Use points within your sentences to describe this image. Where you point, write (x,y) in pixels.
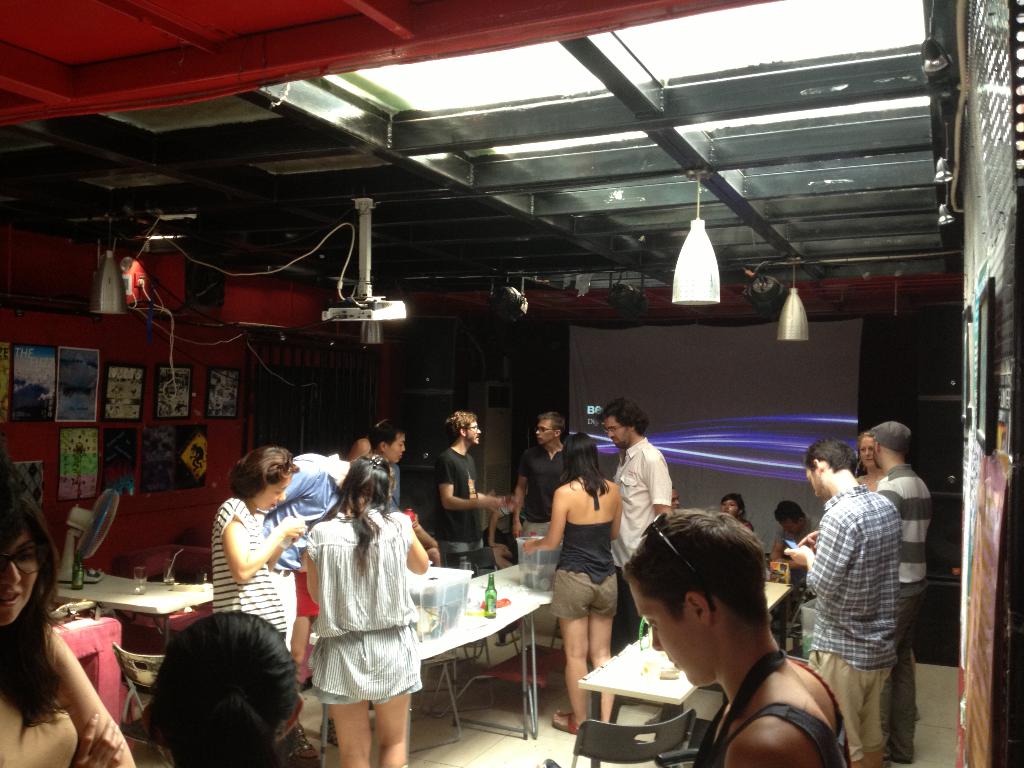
In this image, we can see tables (656,677), there are some people (381,698) standing, we can see a wall (176,506), there are some photos (122,444) on the wall (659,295).
